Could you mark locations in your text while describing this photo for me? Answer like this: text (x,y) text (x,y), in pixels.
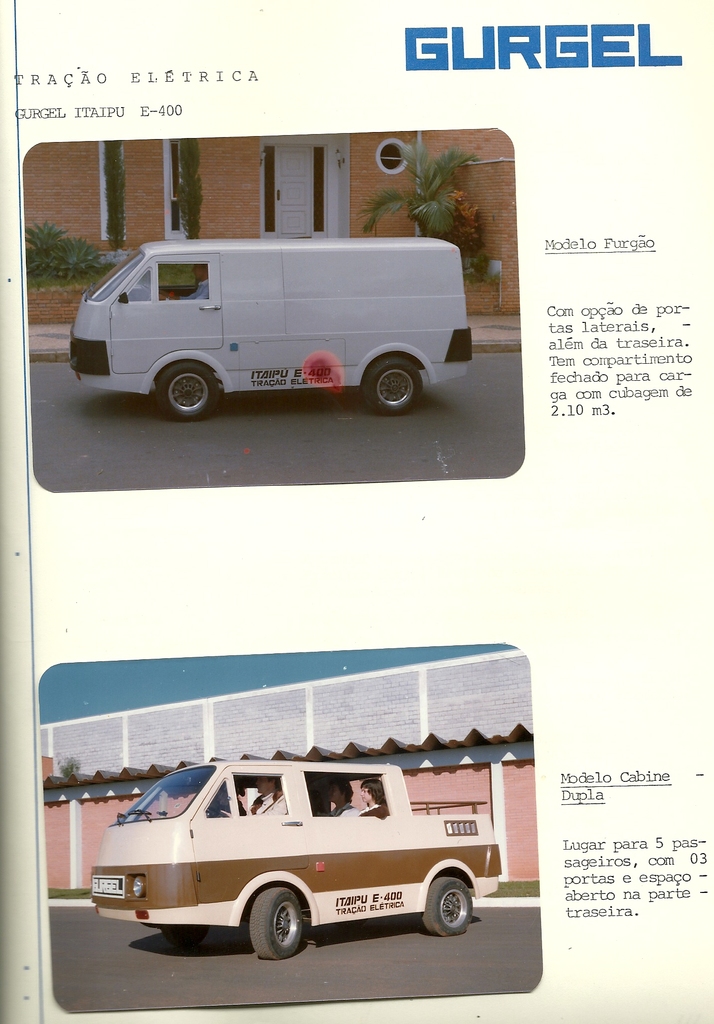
In this image it looks like an article in which there are two vans (262,356) in the images.
